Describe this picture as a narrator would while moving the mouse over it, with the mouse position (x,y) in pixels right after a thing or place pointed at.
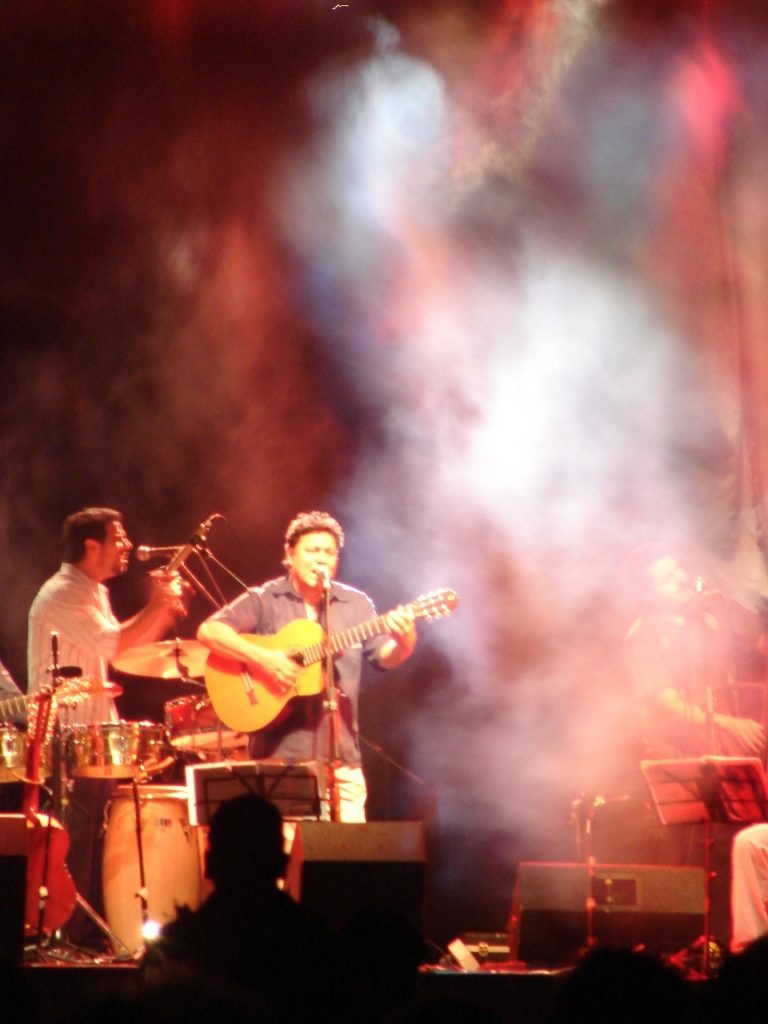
In this image we can see this person (338,600) is singing through the mic (322,577) and playing guitar (260,709) which is in his hands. This person (64,699) is standing near drums (10,742) and we can see this person (687,693) here standing.
